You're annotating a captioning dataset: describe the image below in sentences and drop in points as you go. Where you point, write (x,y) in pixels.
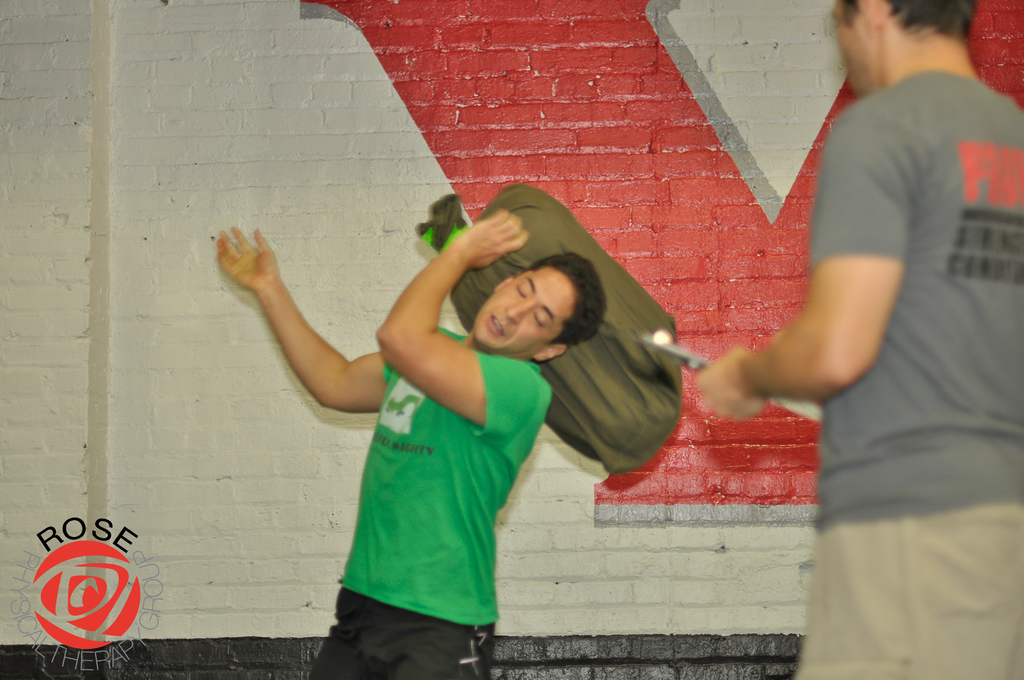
This image consists of two persons (396,433). In the front (462,457), the man (453,514) wearing green T-shirt (513,374) is holding a bag (656,370). On the right (915,390), there is a man (974,282) wearing gray T-shirt (837,425) and holding a pad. In the background (696,285), we can see a wall (63,295). On the left (124,575), there is a logo (150,558).
